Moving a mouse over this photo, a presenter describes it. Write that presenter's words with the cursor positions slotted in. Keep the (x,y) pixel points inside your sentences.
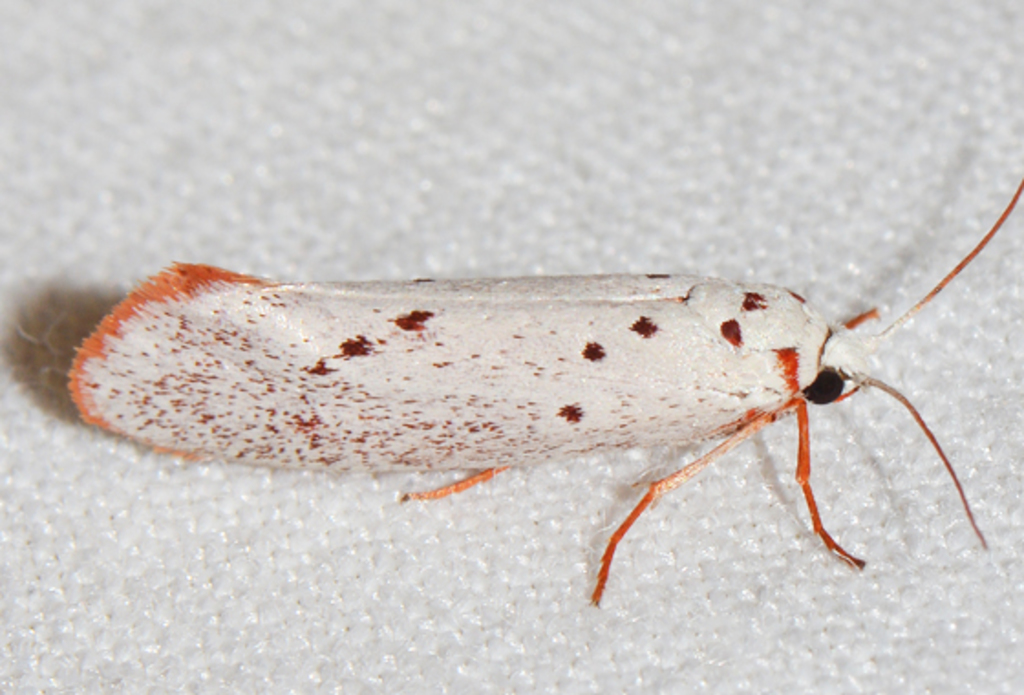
In this image we can see an insect (607,358) on the white color surface (348,578).
